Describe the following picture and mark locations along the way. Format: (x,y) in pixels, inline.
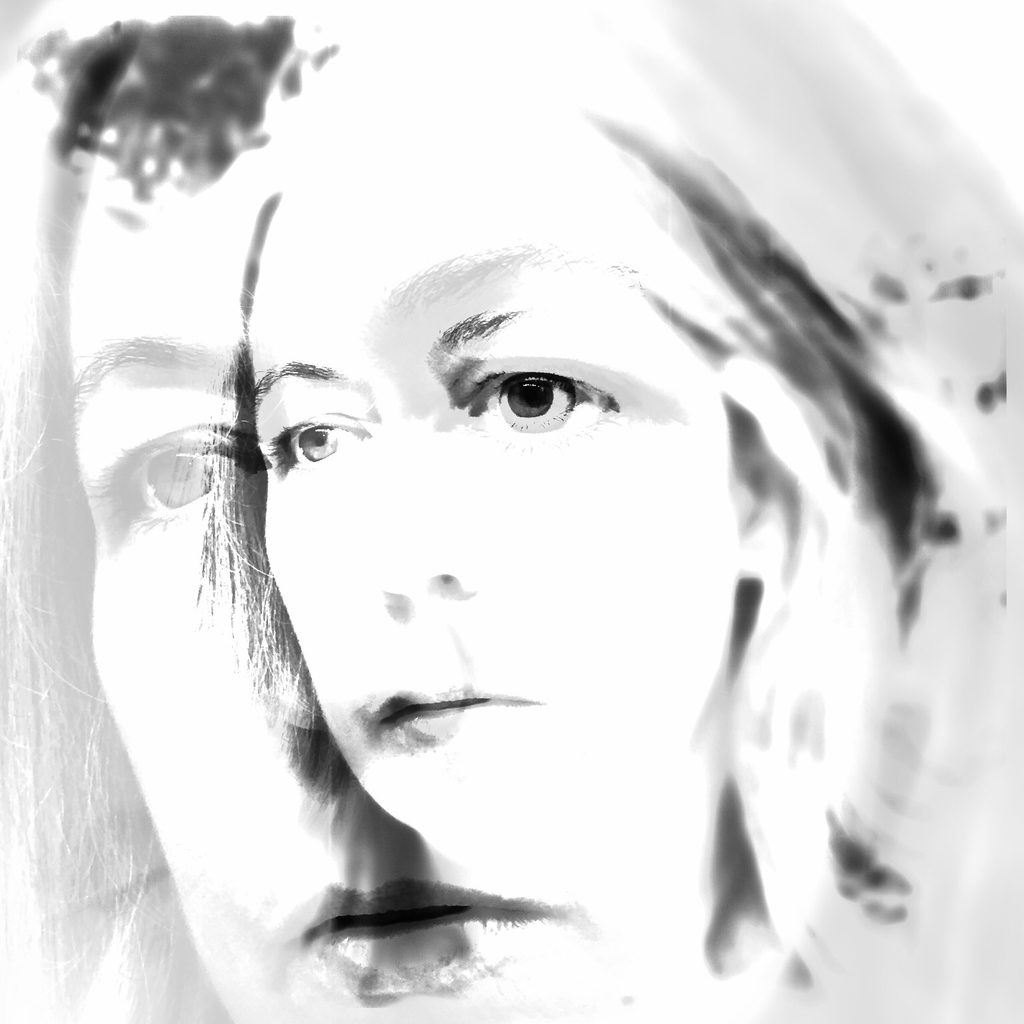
In this image we can see the edited picture and we can see the face (619,278) of a woman (645,989).
